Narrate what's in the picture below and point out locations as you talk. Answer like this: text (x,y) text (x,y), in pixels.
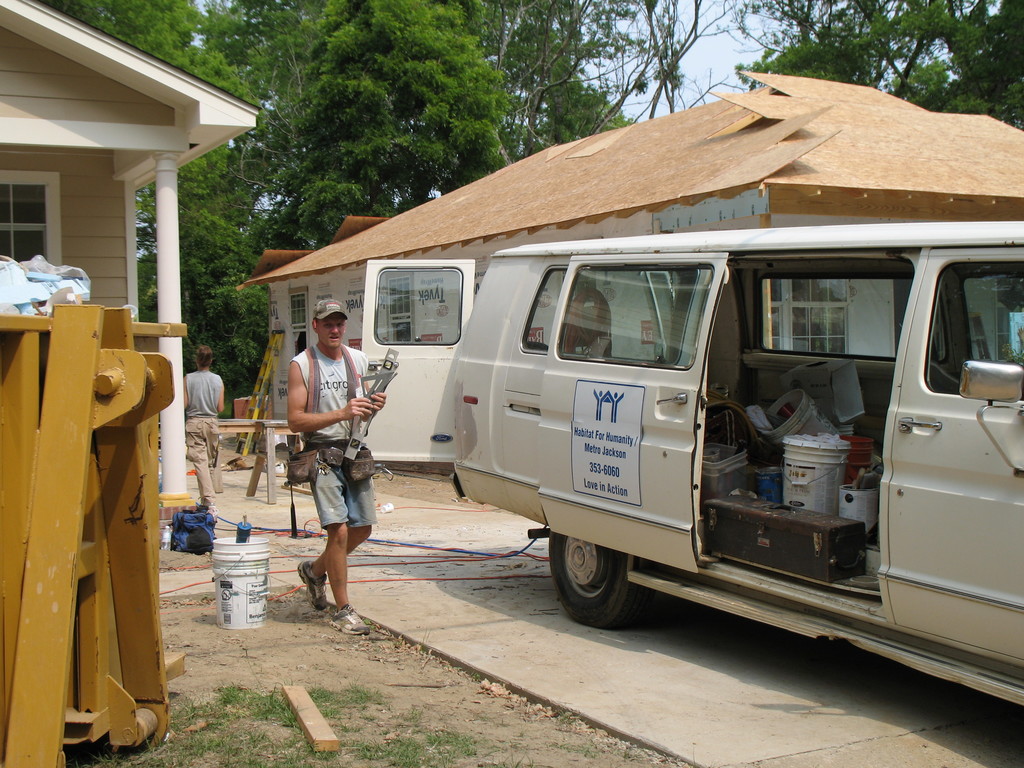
In this image I can see the ground (449,667), some grass (239,693) on the ground (284,735), few wooden logs (290,699), a yellow colored object (130,589), a person (321,477) standing and holding few objects (367,420), a van (550,441) which is white in color, few objects (802,432) in the van (557,386) and in the background (673,225) I can see few buildings (112,159), few trees (339,166), a person (211,447) standing, a ladder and the sky (732,46).
